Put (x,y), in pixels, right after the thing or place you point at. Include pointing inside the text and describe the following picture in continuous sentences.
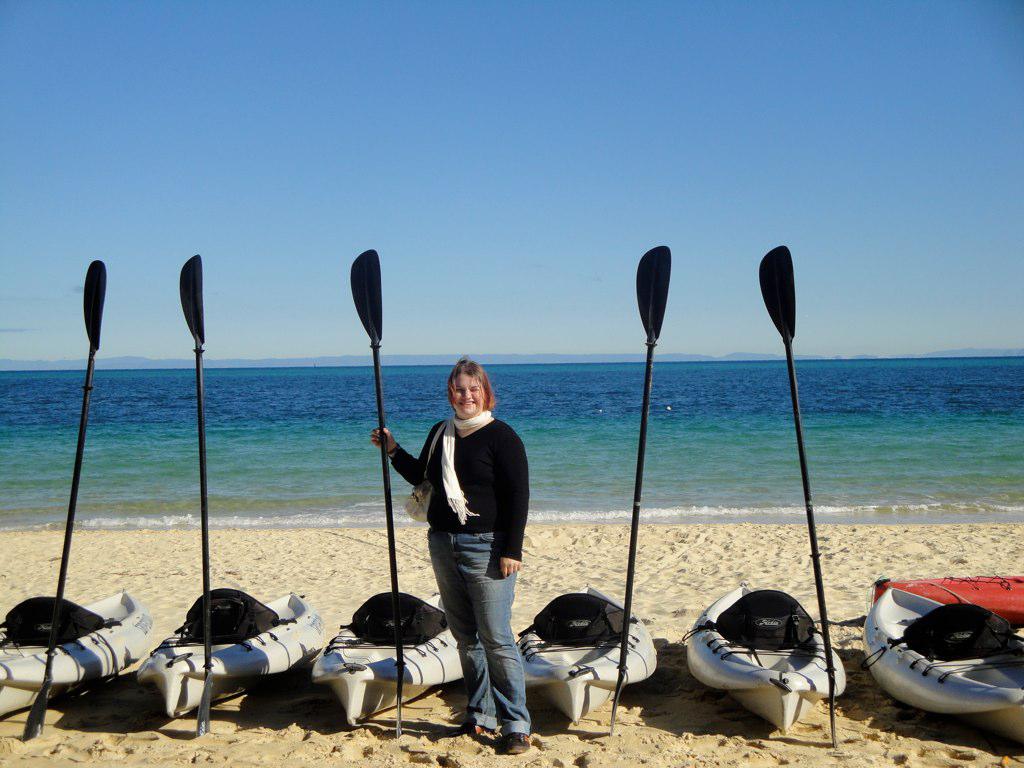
In the image we can see a woman (454,519) standing, wearing clothes (460,566), shoes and she is smiling. She is holding the paddle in her hand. We can see there are many boats (145,665) and paddles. Here we can see the sand (697,528), water (694,406) and the sky (372,131).
